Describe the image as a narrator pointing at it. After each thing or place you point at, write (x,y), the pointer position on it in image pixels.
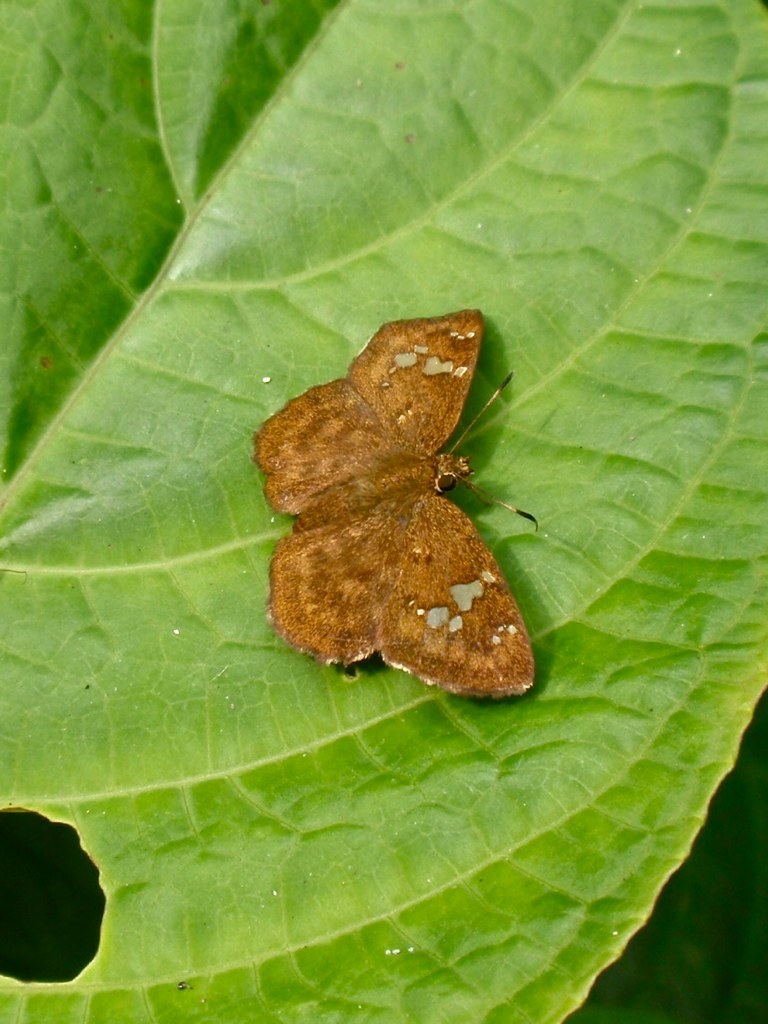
In this image we can see a butterfly (451,503) on the leaf (404,941).
